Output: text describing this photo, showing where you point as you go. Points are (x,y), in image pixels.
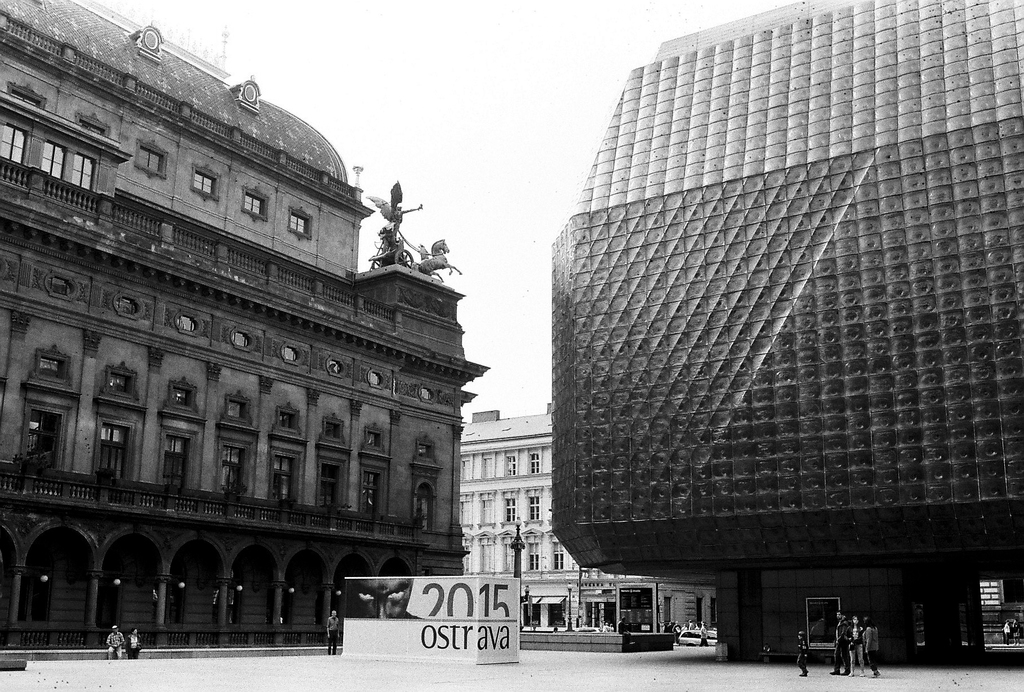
In this picture we can see different buildings (572,218) in front of which people (664,626) are standing on the road (660,663).
